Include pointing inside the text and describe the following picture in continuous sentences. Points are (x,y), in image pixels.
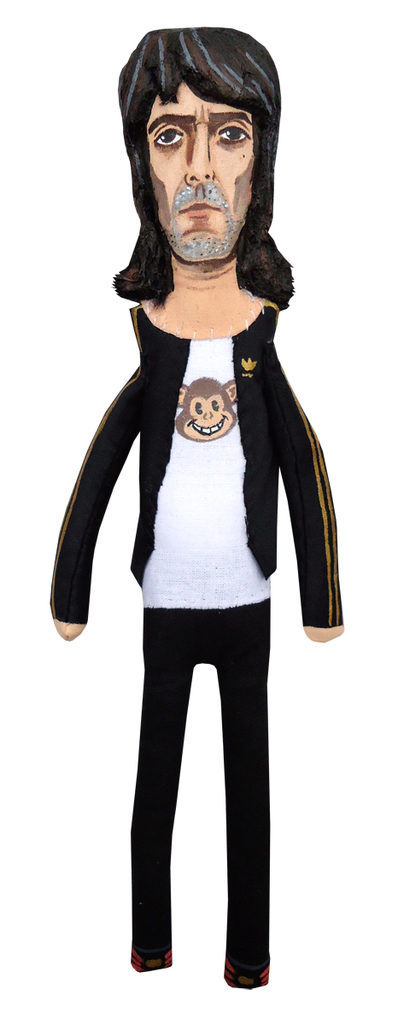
In this image I can see an animated image of a person (245,650).
